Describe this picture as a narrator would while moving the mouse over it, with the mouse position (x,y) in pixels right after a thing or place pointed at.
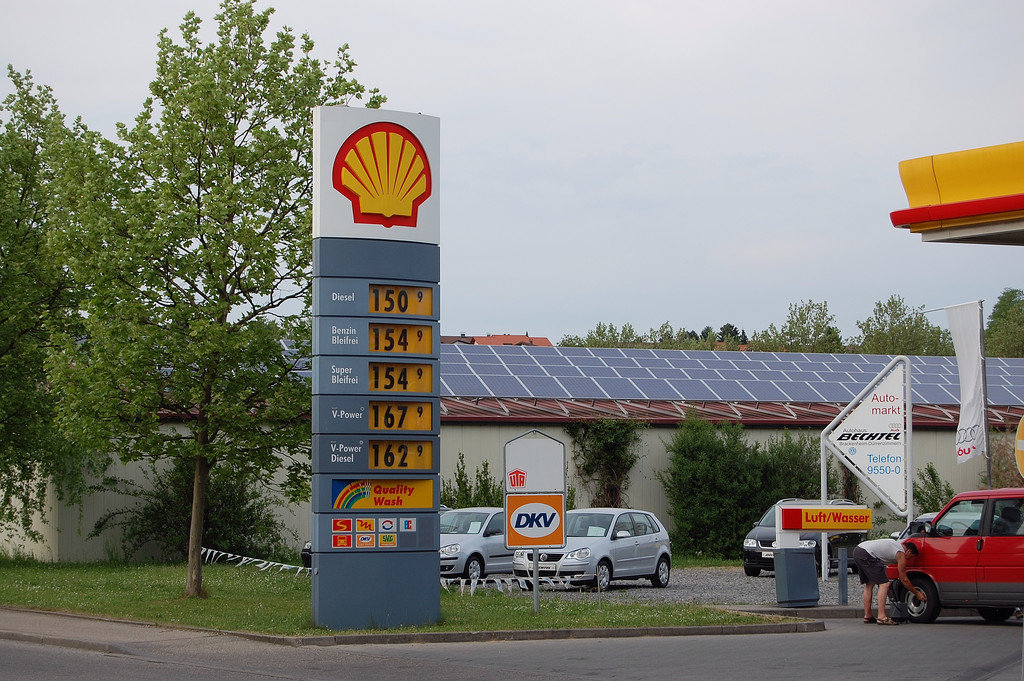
Here we can see board (347,483) with information, person (867,614), cars (573,520), banner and boards (844,509) on poles (535,568) and we can see grass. Background (995,379) we can see wall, roof top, trees (610,455) and sky (533,283).
